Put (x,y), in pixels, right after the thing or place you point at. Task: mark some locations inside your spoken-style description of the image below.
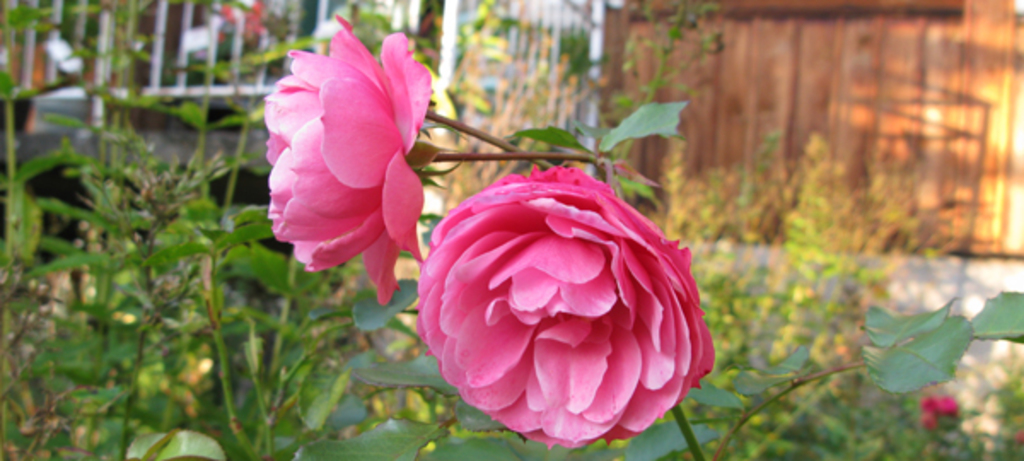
In this picture I can see plants (762,287) and flowers (647,390) and I can see a wooden wall (839,156) in the back (858,128) and a metal fence (30,38) on the left side of the picture (287,46).
